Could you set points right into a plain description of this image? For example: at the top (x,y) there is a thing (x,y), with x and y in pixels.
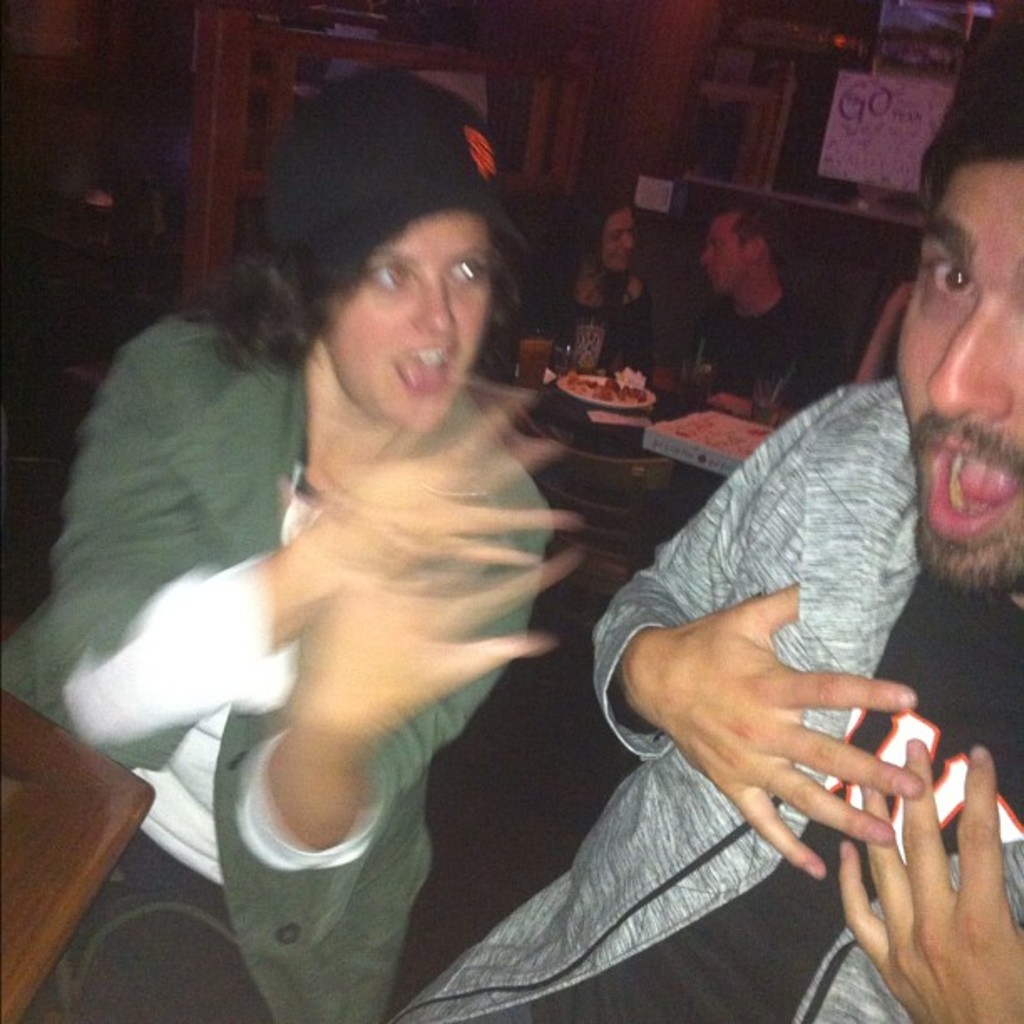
In this image we can see people (644,743) sitting and there are pizzas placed on the table (592,428). There are chairs (623,555). In the background (845,103) there is a paper (844,147) placed on the wall (814,242).
